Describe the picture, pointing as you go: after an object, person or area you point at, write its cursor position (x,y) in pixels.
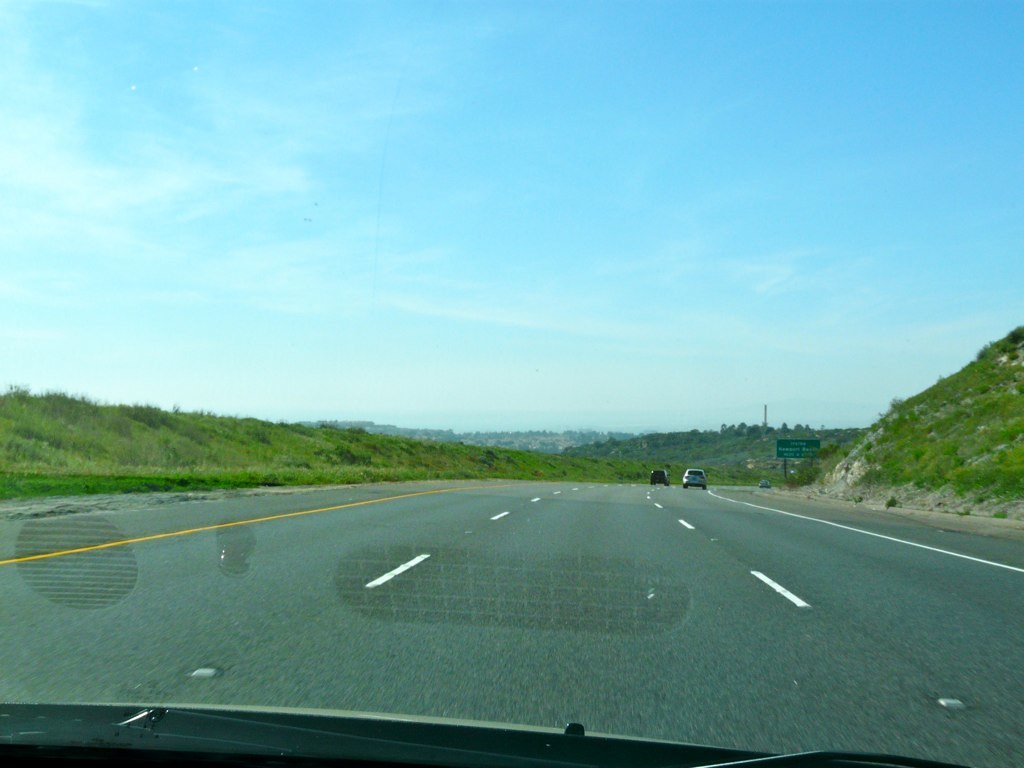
This image is taken from the car (347,720). In this image we can see the windshield (453,592) and through the windshield (527,557) we can see the cars (663,475) passing on the road (671,488). We can see the hills (879,433) and also the grass (165,479). Sky (949,368) is also visible with some clouds (73,162).
